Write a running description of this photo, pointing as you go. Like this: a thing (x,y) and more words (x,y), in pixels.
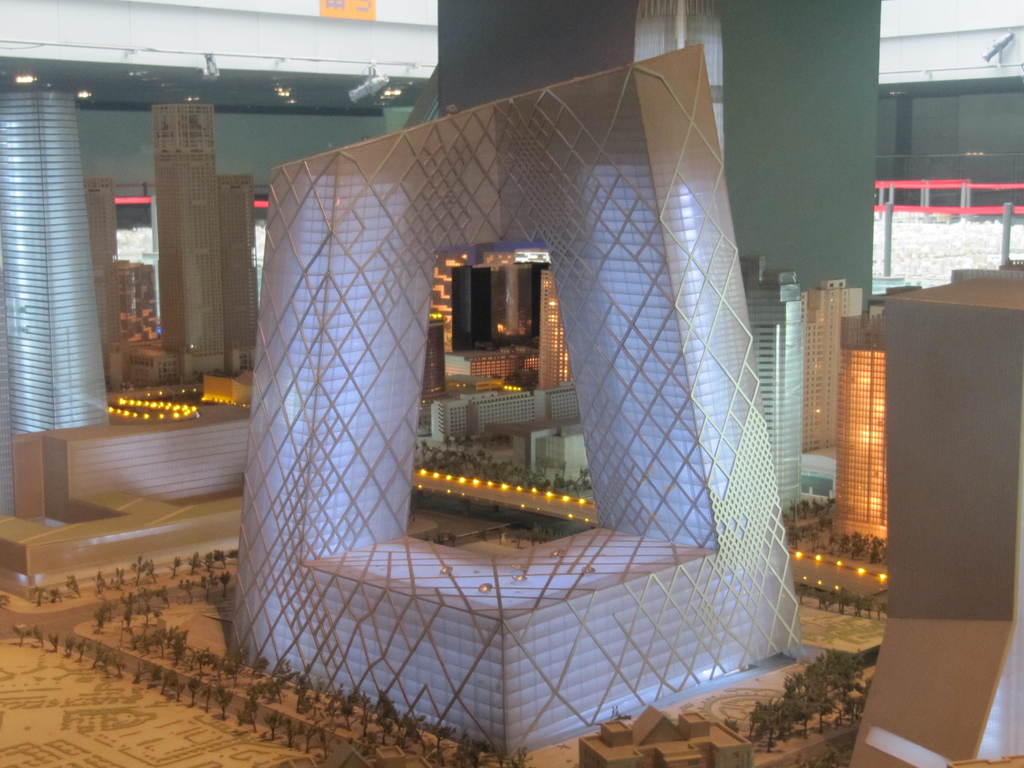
In the picture I can see toys of buildings (612,705), trees (254,701) and some other objects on the ground (459,477).
